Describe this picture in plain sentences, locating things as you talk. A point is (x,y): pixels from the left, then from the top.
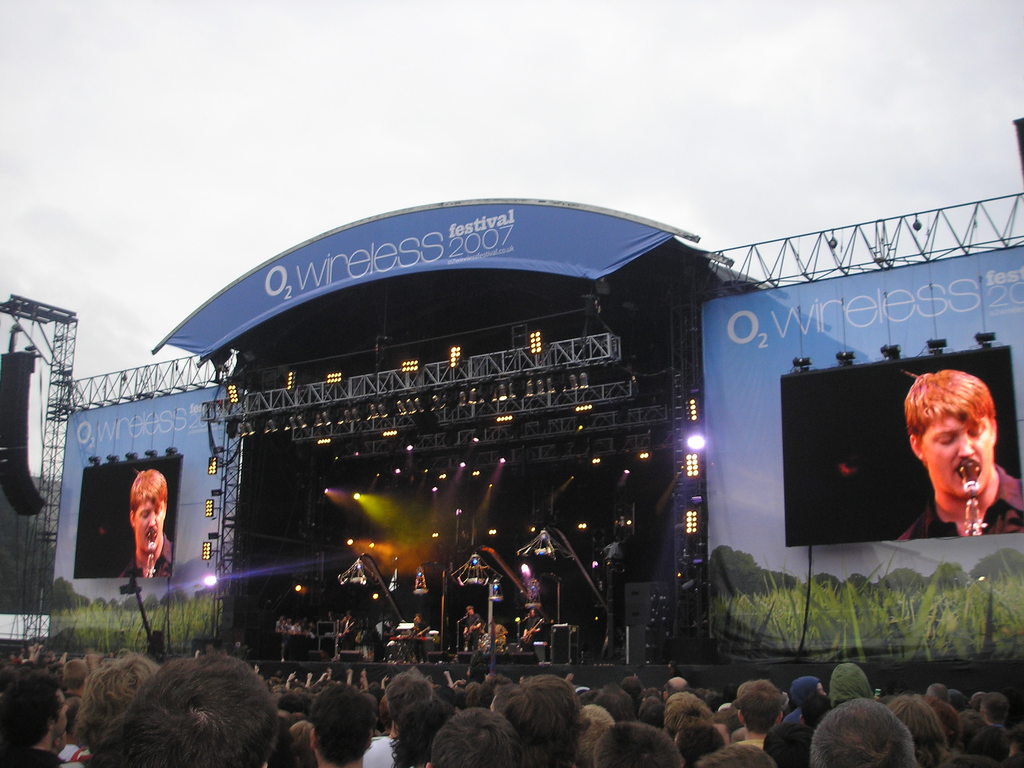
In this image there are people (695,717) standing, in the background (627,673) there is a stage (532,651), on that stage (368,645) people (533,614) are performing and there are screens (861,408), lights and banners (943,288), speakers (27,353) and the sky (765,88).
